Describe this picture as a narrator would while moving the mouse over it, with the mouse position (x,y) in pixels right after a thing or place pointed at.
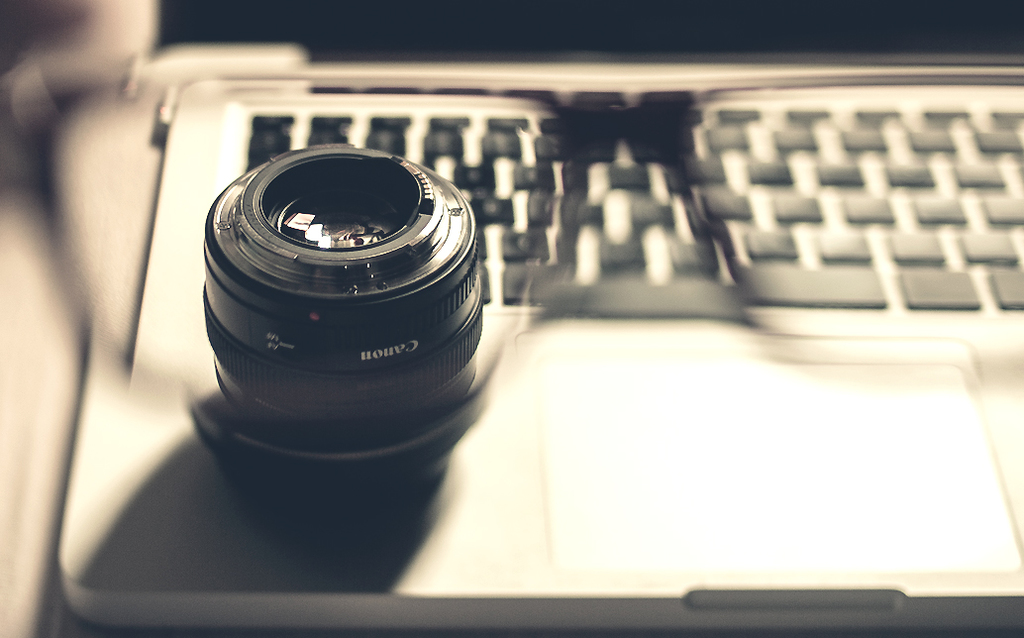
There is a spectacles (549,102) through which we can see a camera (275,288) lens and a laptop (549,16).
